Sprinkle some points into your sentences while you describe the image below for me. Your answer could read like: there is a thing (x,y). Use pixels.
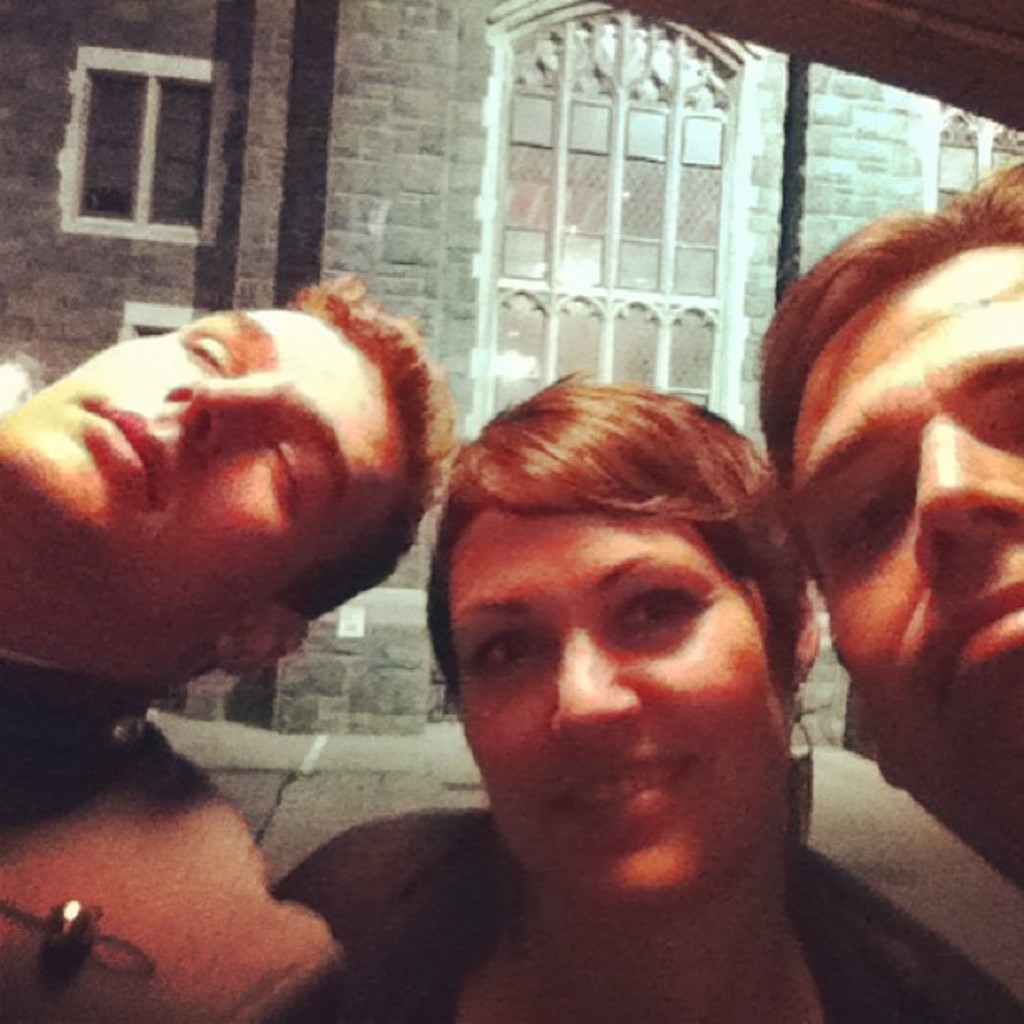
In the image I can see two men (871,635) and a woman (563,643). The woman (571,667) in the middle (599,660) is smiling. In the background (397,170) I can see a wall (351,161) which has windows (153,214) and some other objects (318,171).
